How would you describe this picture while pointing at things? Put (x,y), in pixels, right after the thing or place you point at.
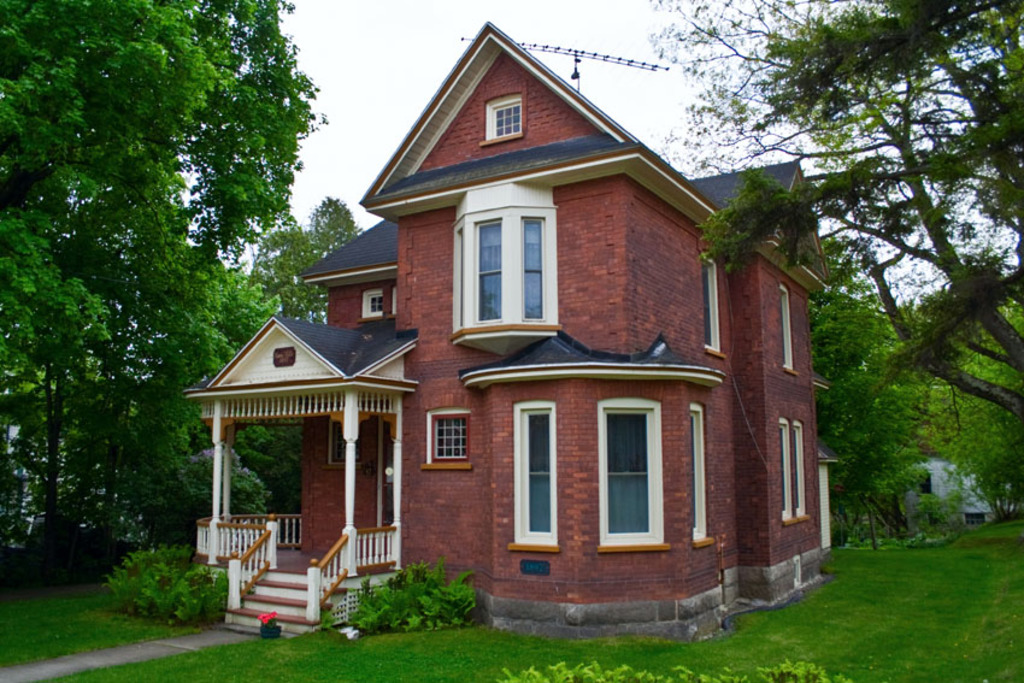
In this image I can see a house (693,186) and number of trees (11,33). I can also see open ground (773,625) with grass (883,585) on it.
